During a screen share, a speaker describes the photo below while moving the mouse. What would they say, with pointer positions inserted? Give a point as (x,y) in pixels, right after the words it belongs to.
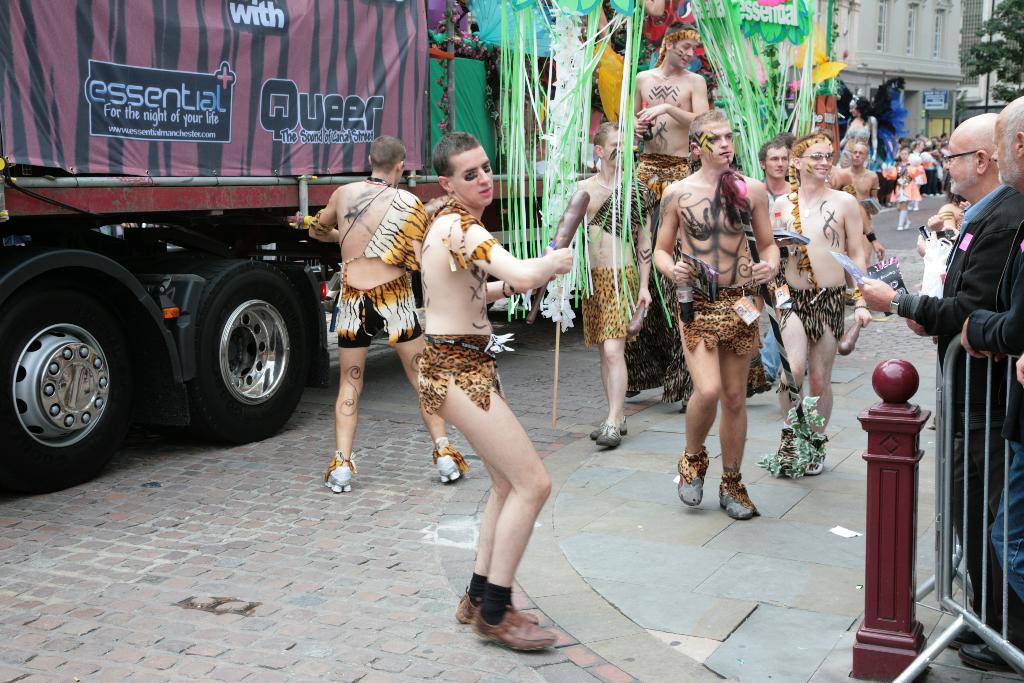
In this image, we can see a group of people (1013,224). Few are walking and standing. Few are holding some objects (544,292). Right side of the image (961,460), we can see few people (992,542) are standing near the barricade (966,520). Here there is a pole (895,542), footpath (767,612). Here a vehicle (2,446) is on the road (260,453). Right side (887,59) top corner, we can see building (899,54), tree (1001,25) and board (934,101).
